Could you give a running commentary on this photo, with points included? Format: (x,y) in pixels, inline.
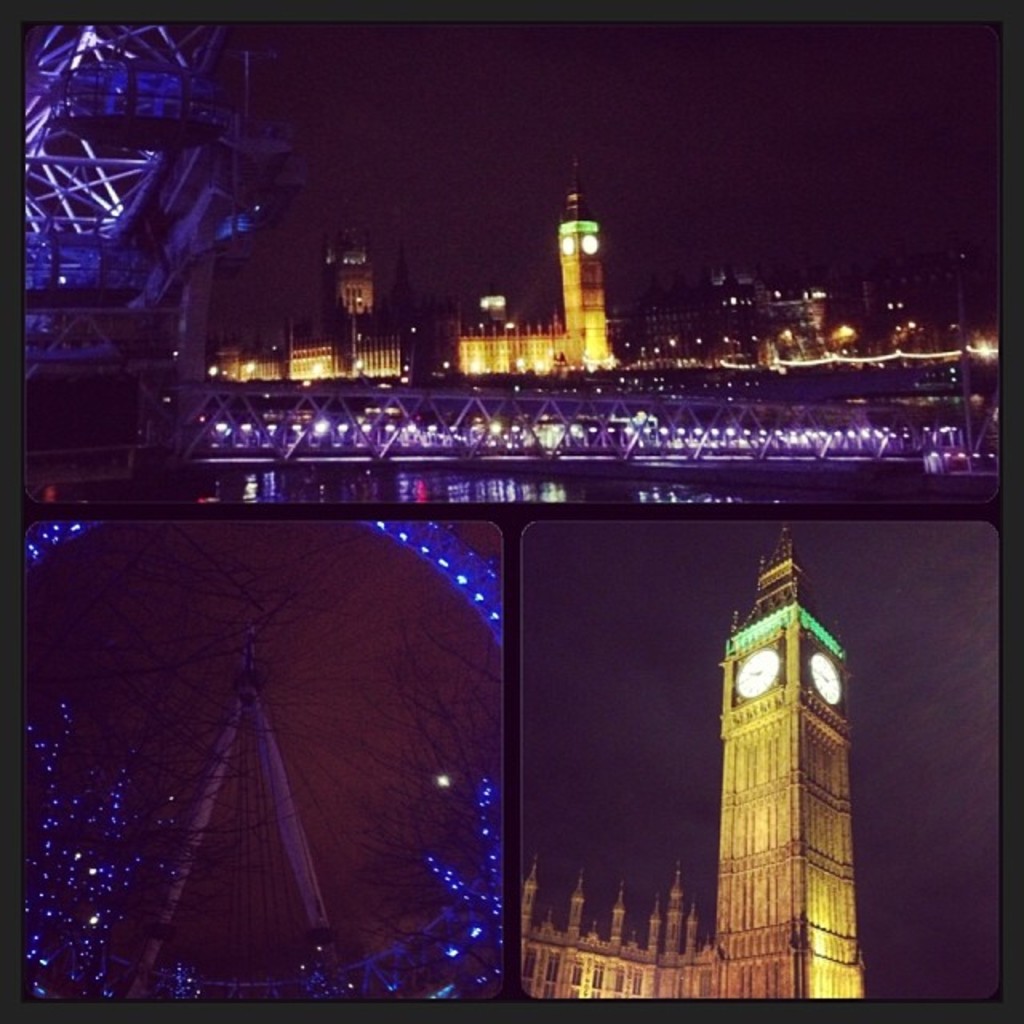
This image is a collage image. There is a tower (793,563). There is a bridge (581,406).
